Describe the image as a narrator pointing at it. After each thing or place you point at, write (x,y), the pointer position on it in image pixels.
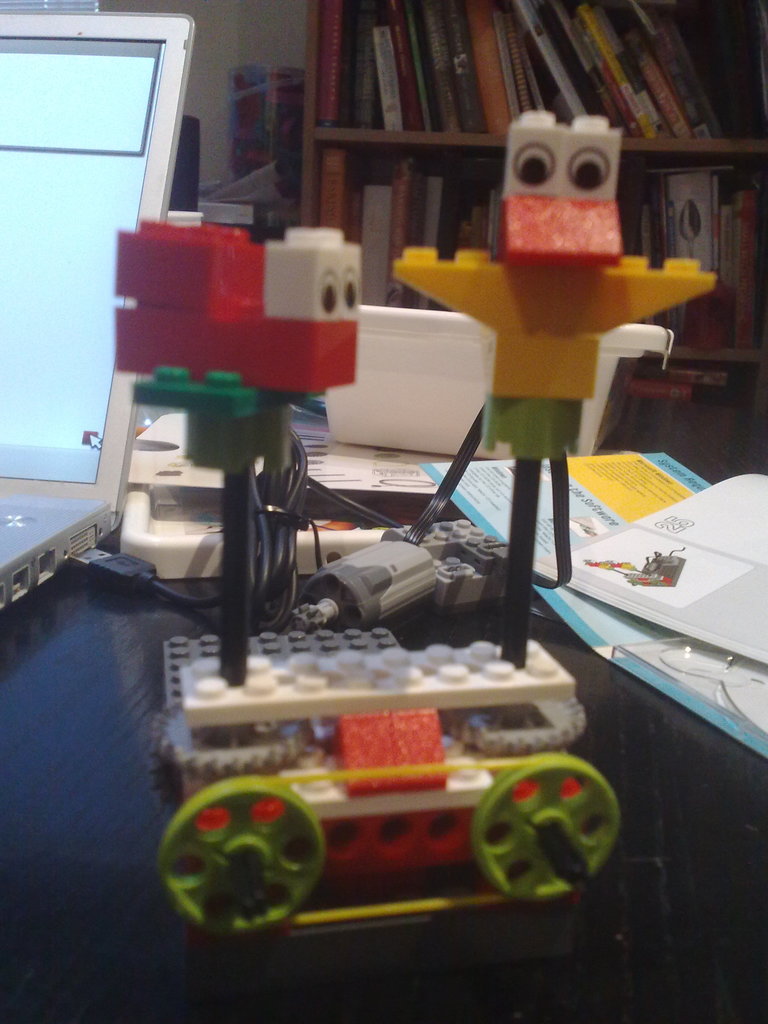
This picture is clicked inside. In the center (475,612) there is a table (112,892) on the top of which a laptop (9,468), box (437,417), toys (236,479), papers (617,582) and some other items (453,527) are placed. In the background (315,22) there is a wooden cabinet (311,100) containing many number of books (333,119) and we can see there are some other objects (258,166).
